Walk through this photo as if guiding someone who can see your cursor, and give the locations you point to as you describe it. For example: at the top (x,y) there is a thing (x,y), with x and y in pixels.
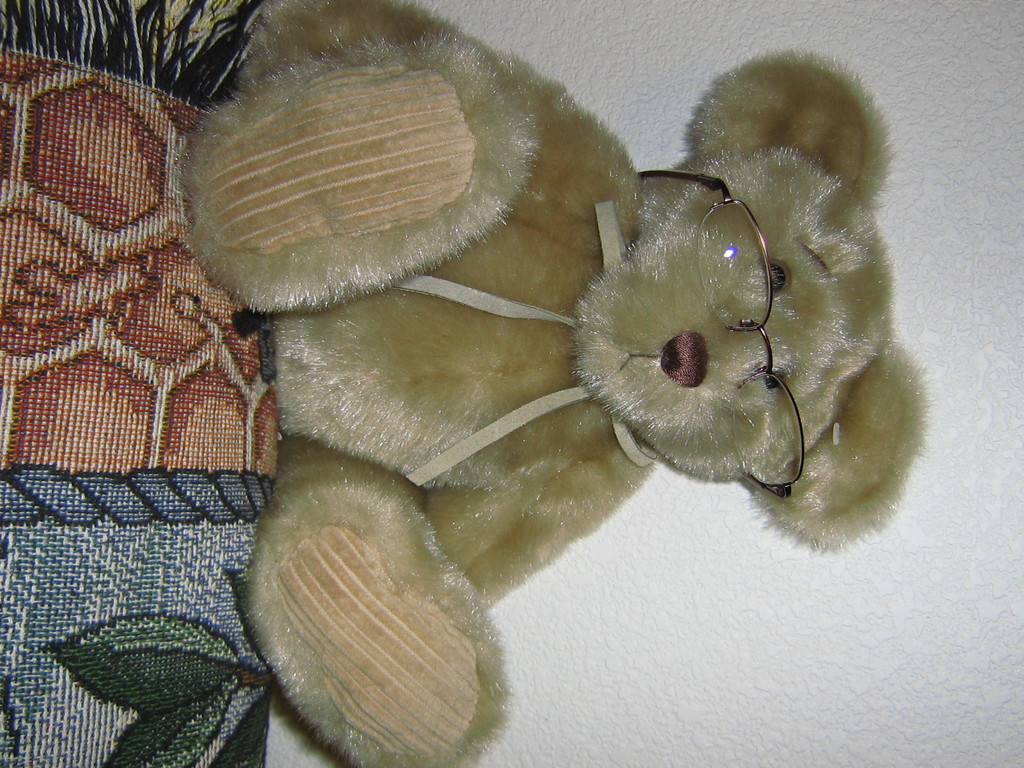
In this image there is a toy (660,354), the toy (451,323) is wearing spectacles (713,276), there is a cloth (89,430) truncated towards the left of the image (96,437), at the background of the image (923,365) there is the wall (751,542) truncated.
